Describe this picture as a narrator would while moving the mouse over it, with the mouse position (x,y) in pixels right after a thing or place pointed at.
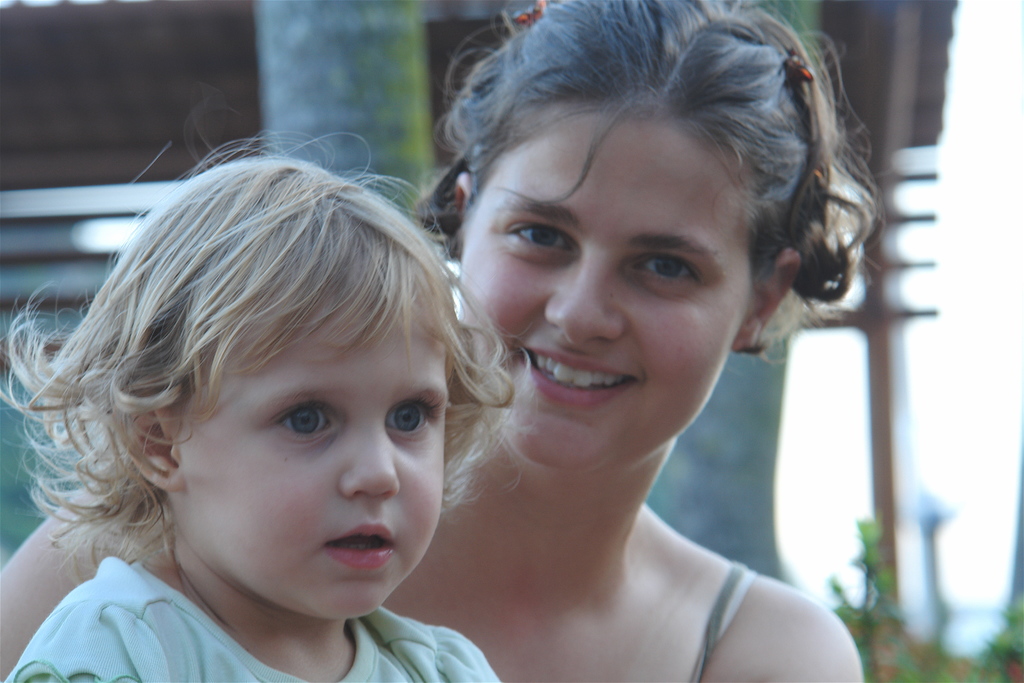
In the image two persons (616,420) are sitting and one is smiling. Behind them there is tree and shed (866,101).
